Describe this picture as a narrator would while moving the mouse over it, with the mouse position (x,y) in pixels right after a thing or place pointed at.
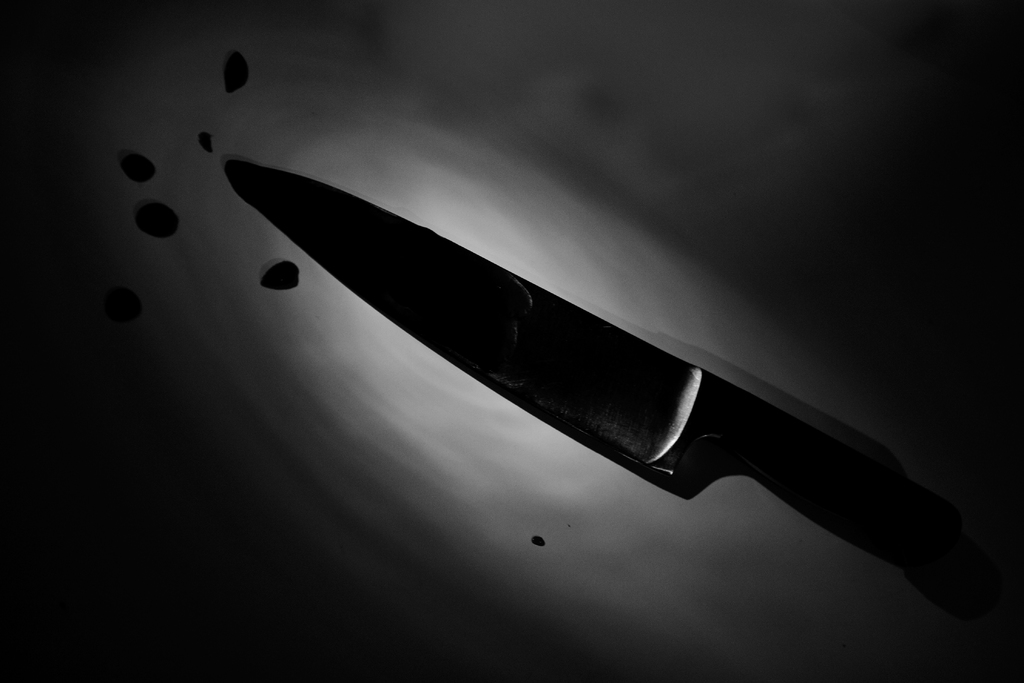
In this image we can see a knife (613,394) on some surface (427,384).
